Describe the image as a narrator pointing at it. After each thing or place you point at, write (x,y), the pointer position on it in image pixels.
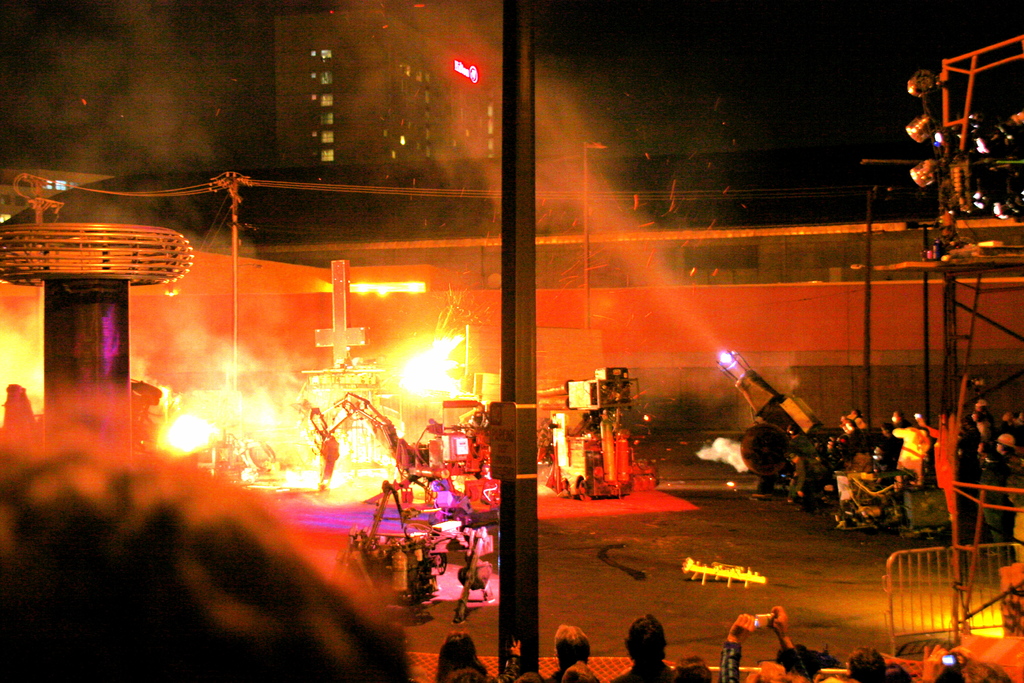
In the picture we can see a fire show (34,371) in the street (706,609) with fire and near it we can see machines (416,463) and near to them we can see some people (330,595) are standing and watching and near to them we can see a pole (507,177) and in the background (429,105) we can see a building (416,112) with windows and floors (401,94) and beside it we can see a sky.
